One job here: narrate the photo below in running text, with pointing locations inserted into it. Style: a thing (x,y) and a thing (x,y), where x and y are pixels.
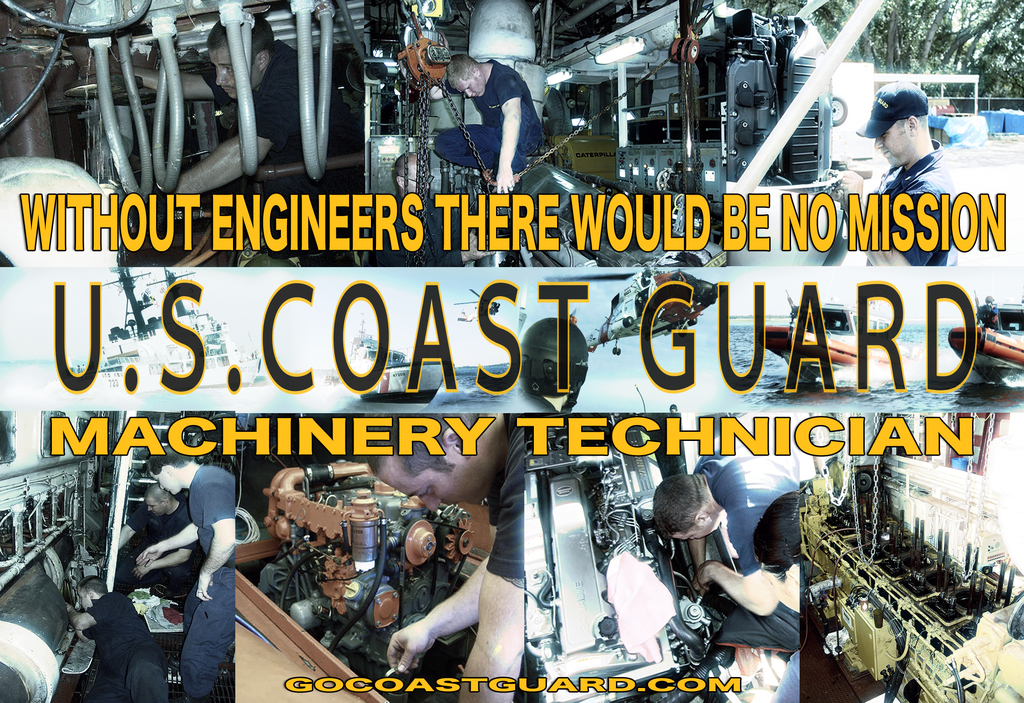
This is a collage image, in this image there are machines (543,518) and people (768,526) are working with machines (810,526), on this image there is some text (250,435).
